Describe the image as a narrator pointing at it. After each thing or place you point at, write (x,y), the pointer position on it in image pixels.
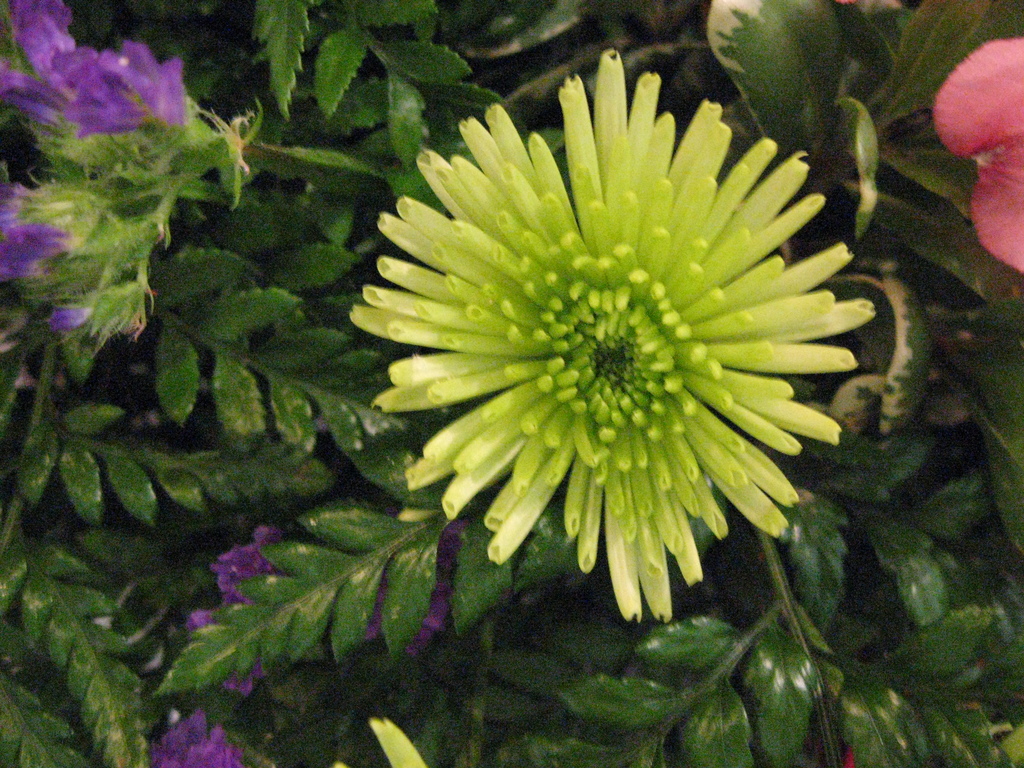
In this picture I can see the yellow, purple and red flowers (689,225). At the bottom (955,653) I can see the leaves (10,740).
